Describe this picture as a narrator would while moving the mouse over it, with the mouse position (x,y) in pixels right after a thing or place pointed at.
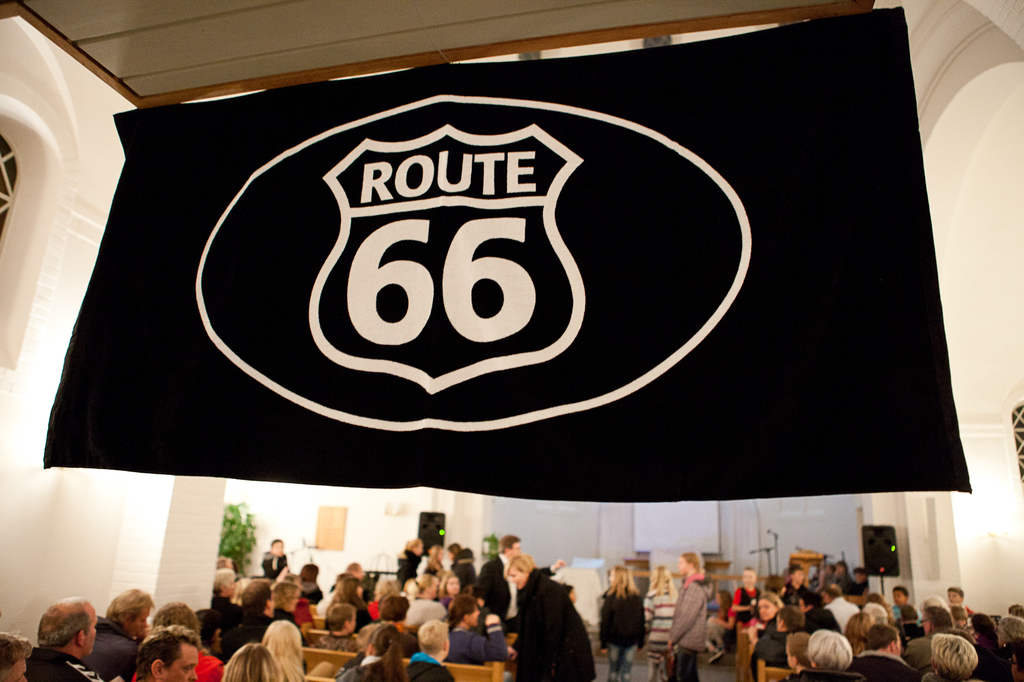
In the image in the center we can see a group of people (475,587) were sitting on the chair (776,680) and few people (602,614) were standing. In the background (1012,215) there is a building (981,332), wall (909,510), banner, roof (617,9), microphone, speakers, plants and a few other objects (326,524).
